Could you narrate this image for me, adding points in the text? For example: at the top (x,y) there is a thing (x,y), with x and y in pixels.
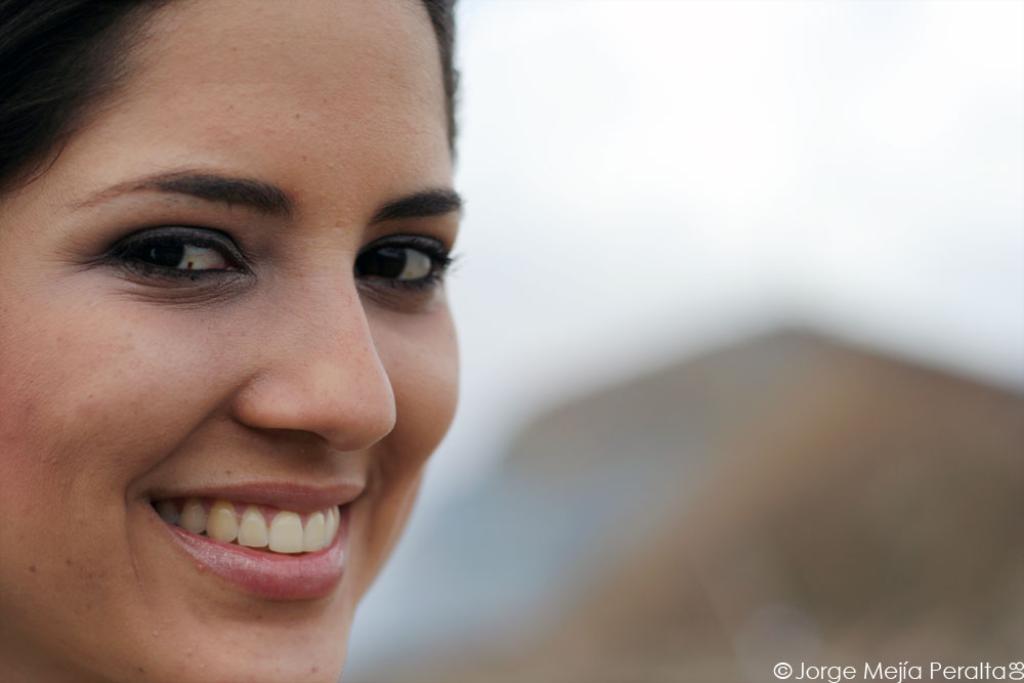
In this image I can see face (389,314) of a woman (136,199). Here I can see watermark (1002,675) and I can see this image is blurry from background (810,114).
